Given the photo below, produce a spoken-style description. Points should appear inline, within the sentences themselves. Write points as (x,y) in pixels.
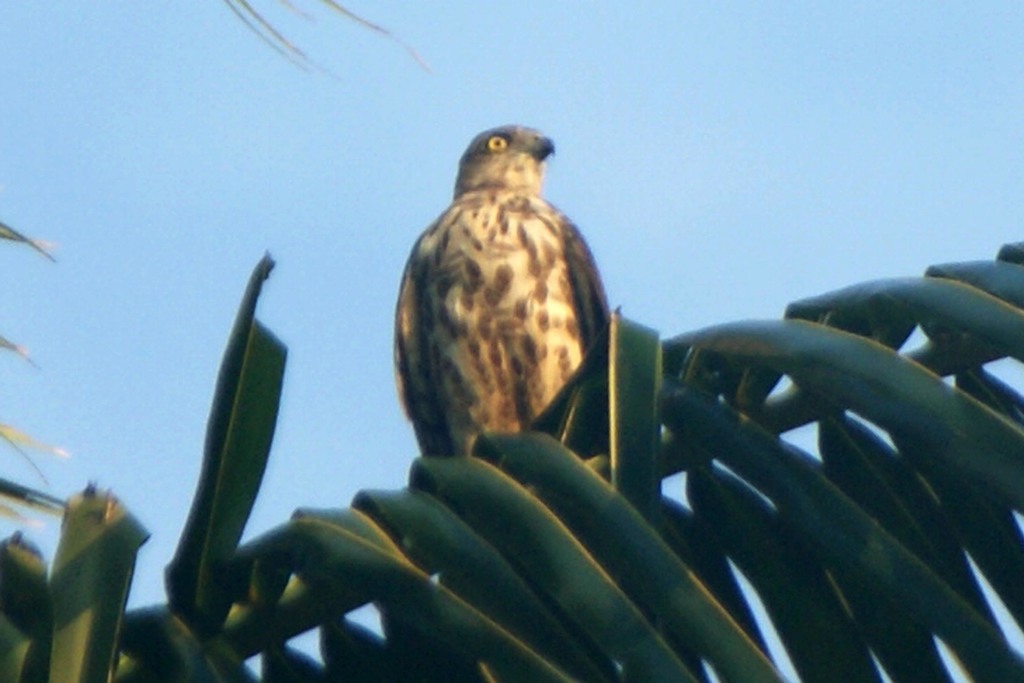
On these leaves (566,451) there is a bird (483,235). Sky (736,114) is in blue color.
